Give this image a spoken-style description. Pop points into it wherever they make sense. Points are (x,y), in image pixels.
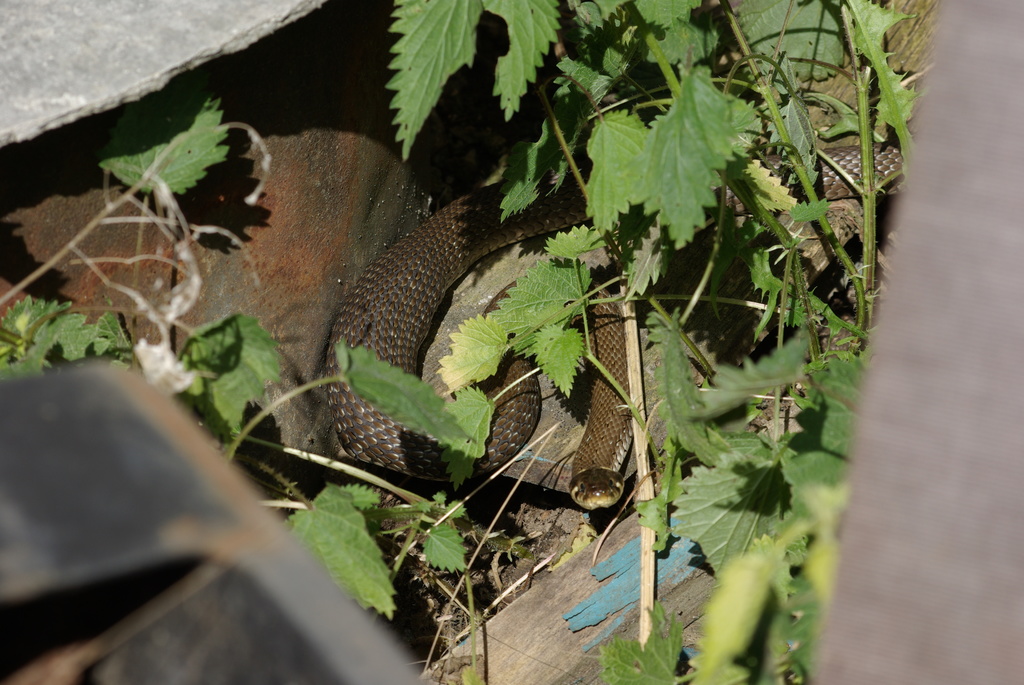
In this picture we can see a snake (852,177) and a plant (375,509).
